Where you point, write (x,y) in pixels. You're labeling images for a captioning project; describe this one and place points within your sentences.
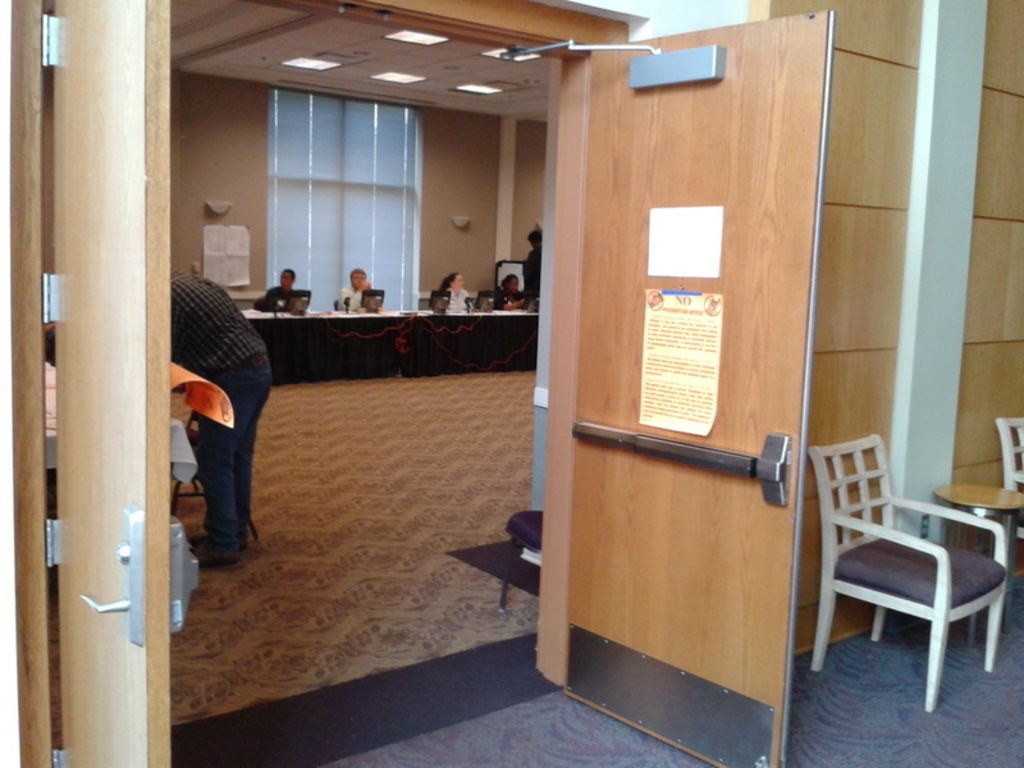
On the right side of the image (958,518) there are chairs (982,555) and also there is a table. In the image there are doors (629,201) with papers (654,383). Inside the room (389,420) there is a table (266,333) with few objects (347,304). And also there are few people (272,306) inside the room (399,304). Behind them there is a wall (428,143) with window (292,237) and notice board (240,250) with papers (240,265). At the top of the image (463,92) there is a ceiling (424,49) with lights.
